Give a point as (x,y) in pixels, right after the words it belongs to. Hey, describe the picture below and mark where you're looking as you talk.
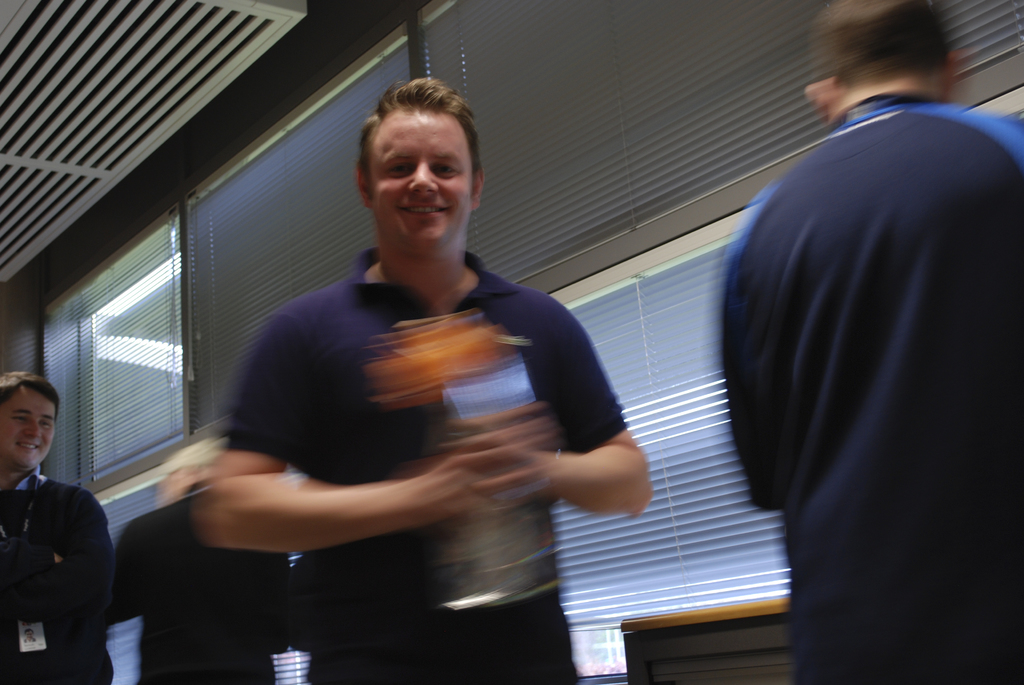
In this picture we can see a person (463,127) holding something and smiling at someone. In the background (124,426), we can see other people (195,445) standing near the table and glass windows (106,283).
